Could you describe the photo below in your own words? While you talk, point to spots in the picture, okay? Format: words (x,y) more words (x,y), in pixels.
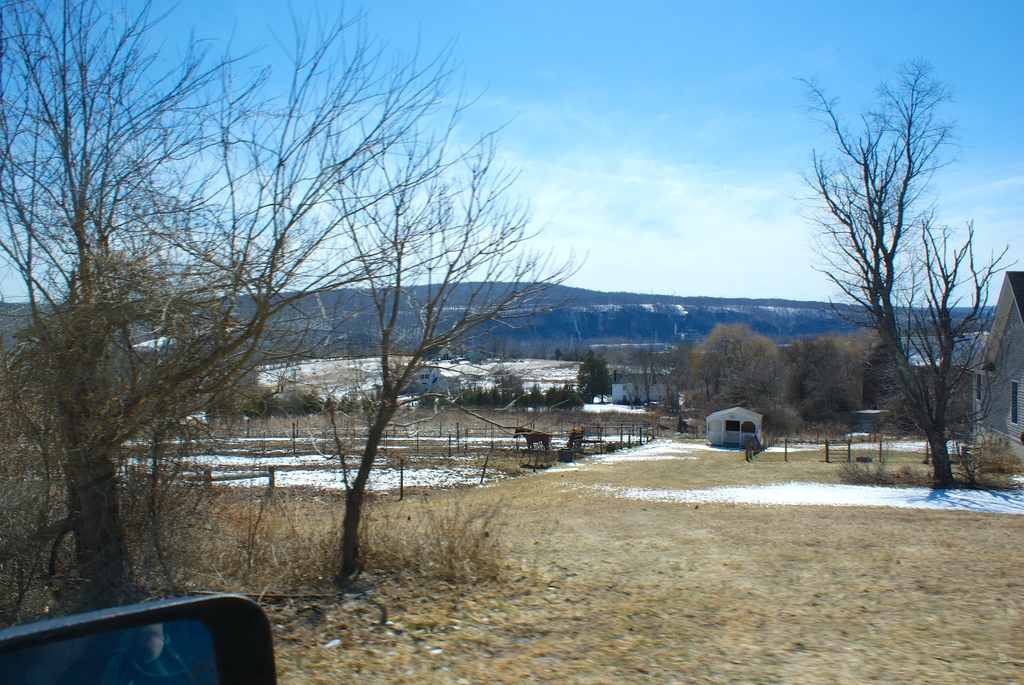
In this image I can see few houses (999,399), windows (1013,403), trees (737,344), animal (547,438), fencing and mountains (563,328). The sky (767,151) is in white and blue color.
